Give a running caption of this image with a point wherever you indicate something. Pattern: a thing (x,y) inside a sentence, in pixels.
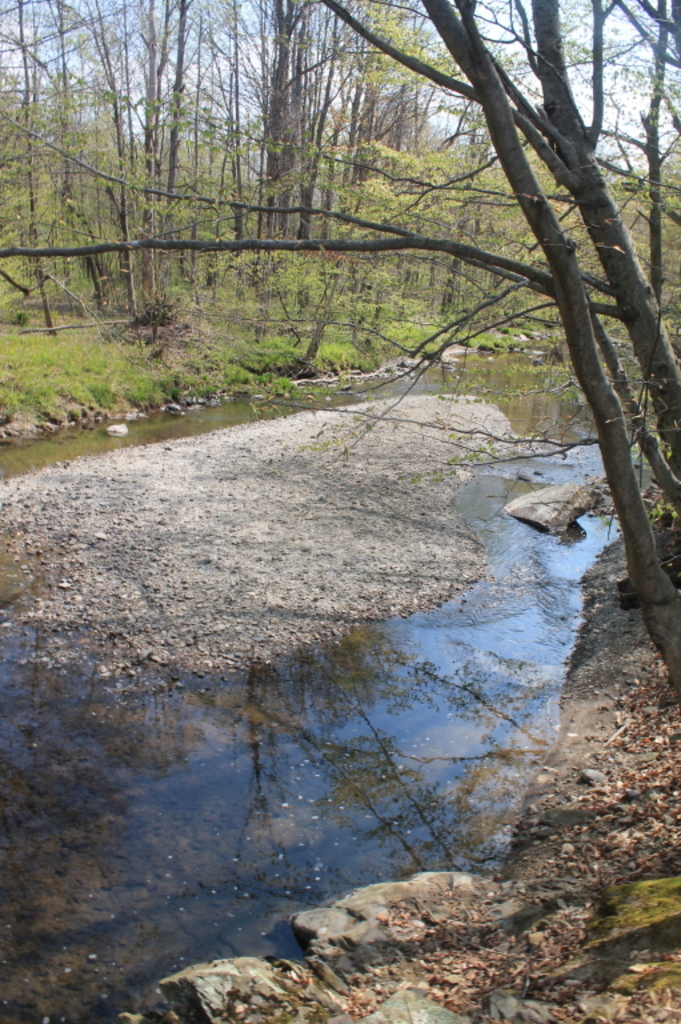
In this picture we can see land (145,542) surrounded with water (460,674) and beside the water (291,402) there are trees (239,205), grass (94,362) and above the tree (586,202) there is sky (617,35) and here we can see leaves (464,989).
